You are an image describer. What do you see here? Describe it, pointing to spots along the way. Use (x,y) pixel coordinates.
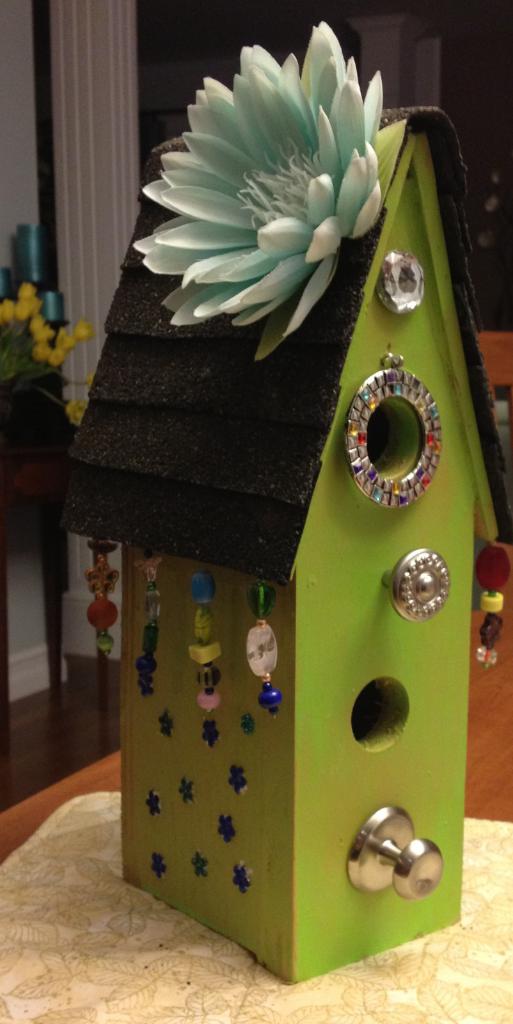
The image is taken in a room (45,780). In the foreground of the picture (87,782) there is a table (37,799), on the table (92,779) there is a small house shaped toy (276,595). On the toy (339,340) there is a flower (212,227). On the left (40,476) there is a stool (28,471), on the stool (39,468) there are candles (32,255) and flower vase (48,370). In the background (112,81) there is a pillar (116,91). On the right (512,352) there is chair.
